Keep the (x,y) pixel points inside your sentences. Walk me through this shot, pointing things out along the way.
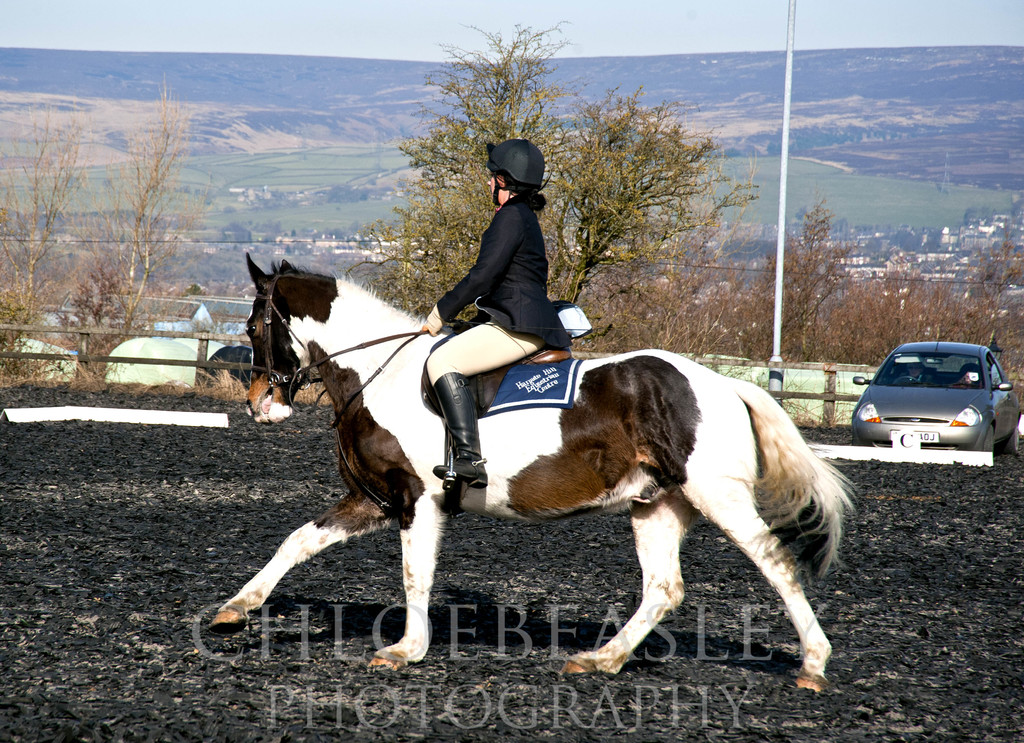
In this image we can see a person (510,276) riding a horse (419,610). In the bottom (377,625) we can see some text (626,720). In the background (961,437), we can see a fence (811,364), pole (775,310), a car (974,405) parked on the ground (848,437), a group of trees (835,303) mountains (730,104) and sky (495,26).
